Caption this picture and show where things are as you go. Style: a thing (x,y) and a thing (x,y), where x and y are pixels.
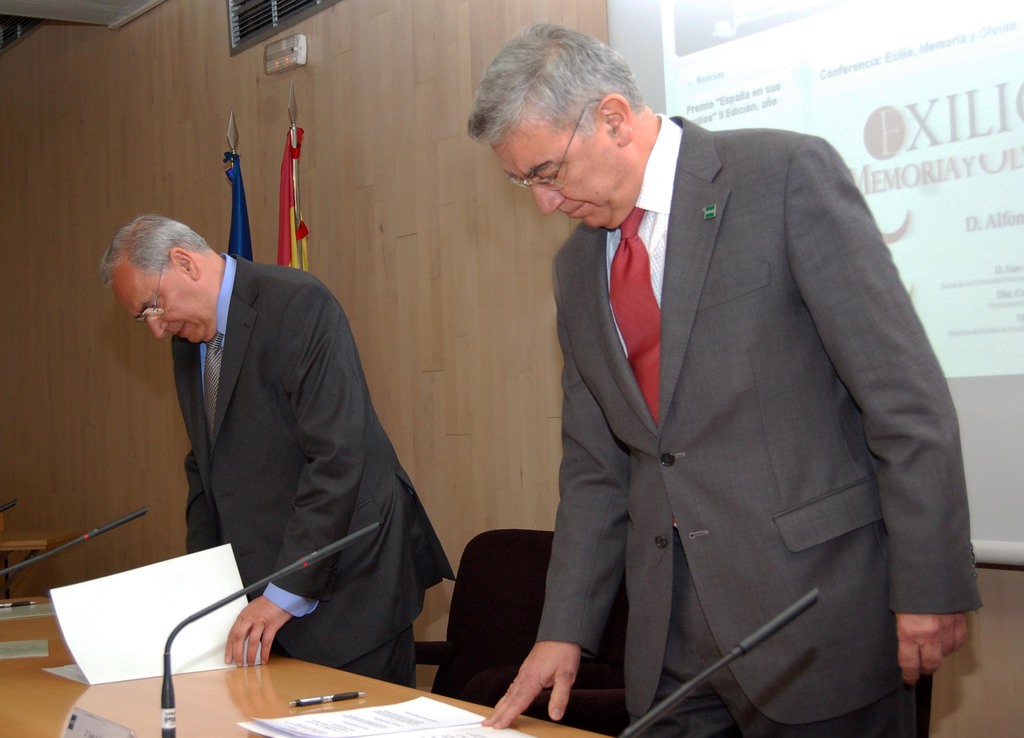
Two men (639,447) are standing. Here there are chairs (492,601), microphone (179,627), pen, paper (387,713) is present and here there is screen (918,206).
